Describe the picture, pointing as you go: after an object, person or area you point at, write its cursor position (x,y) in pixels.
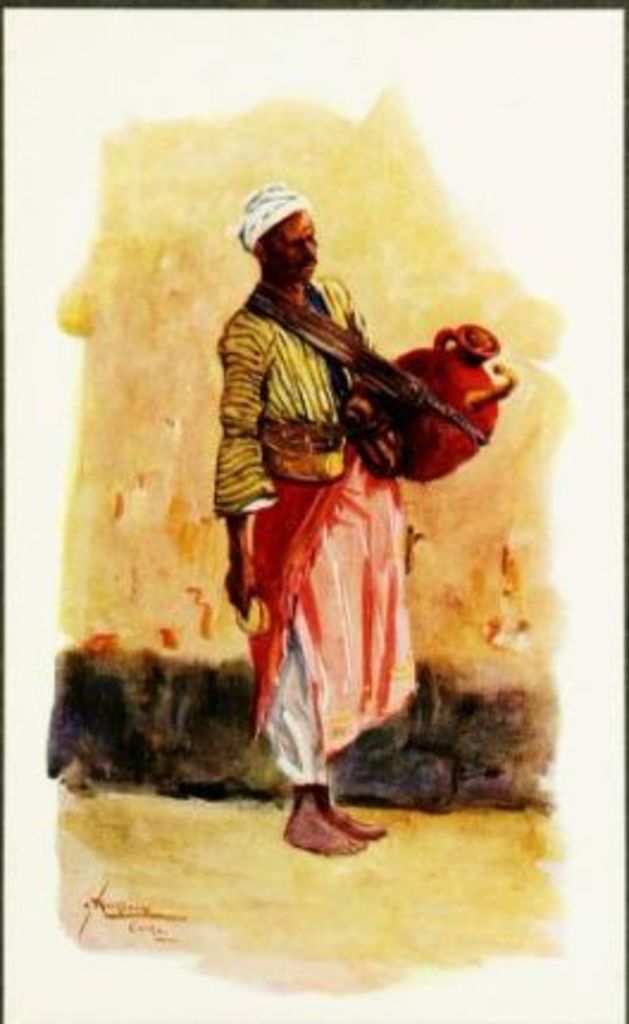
In this image, we can see a painting (274,471) on the white surface (570,746). Here we can see a human (312,671) is wearing cap (284,218) and carrying some object (428,428). He is holding an object (250,621) and standing on the surface (333,919). On the left side (81,926) bottom, we can see some text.
